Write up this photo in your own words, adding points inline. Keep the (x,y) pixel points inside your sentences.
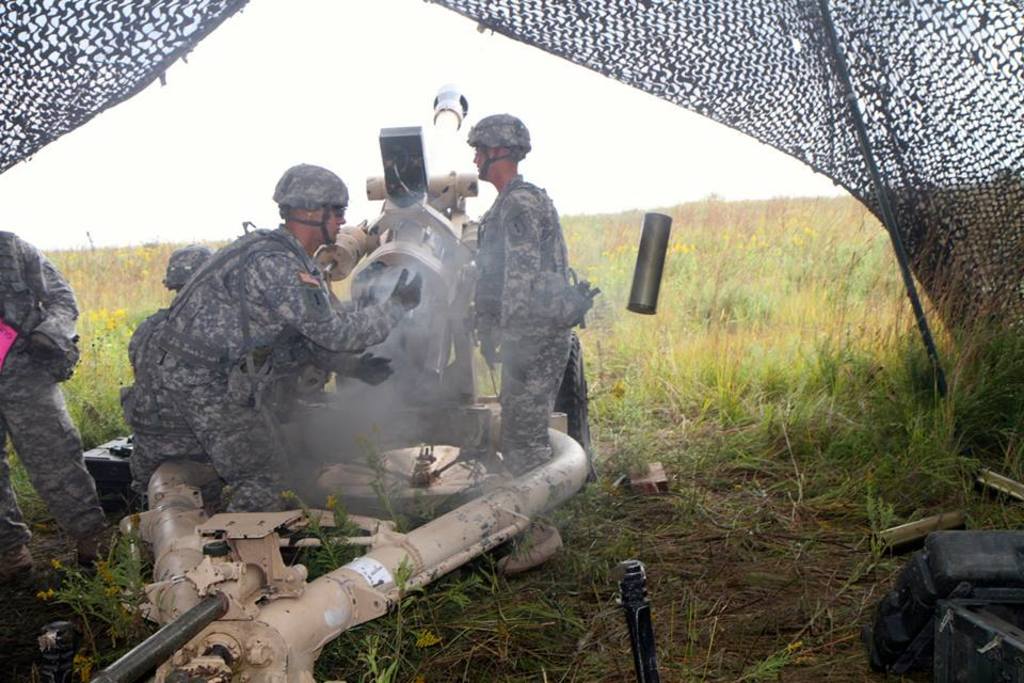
In this image I can see grass (583,332), tent (913,199), few black colour things (934,543) and here I can see few people (416,293). I can see all of them are wearing uniforms (351,308), gloves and helmets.
